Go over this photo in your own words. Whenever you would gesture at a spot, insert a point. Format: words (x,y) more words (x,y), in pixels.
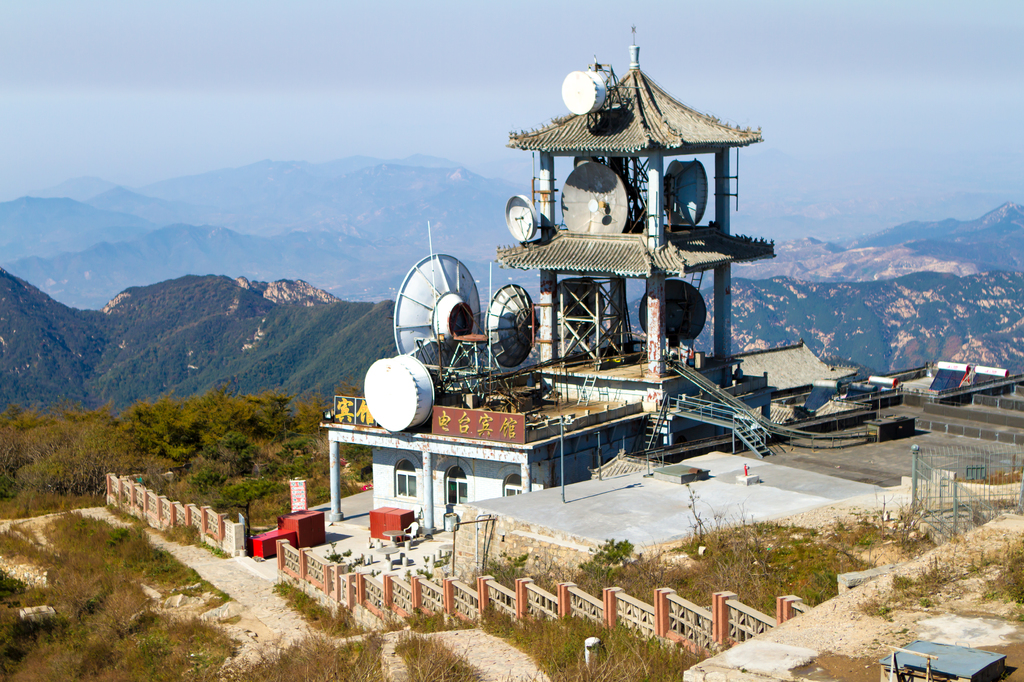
In this image there is a building (514,486) on the top of a hill (566,662) on which we can see there are different type of antennas (386,399) and some stairs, beside that there are so many hills (86,365) which are covered with trees (77,419).
